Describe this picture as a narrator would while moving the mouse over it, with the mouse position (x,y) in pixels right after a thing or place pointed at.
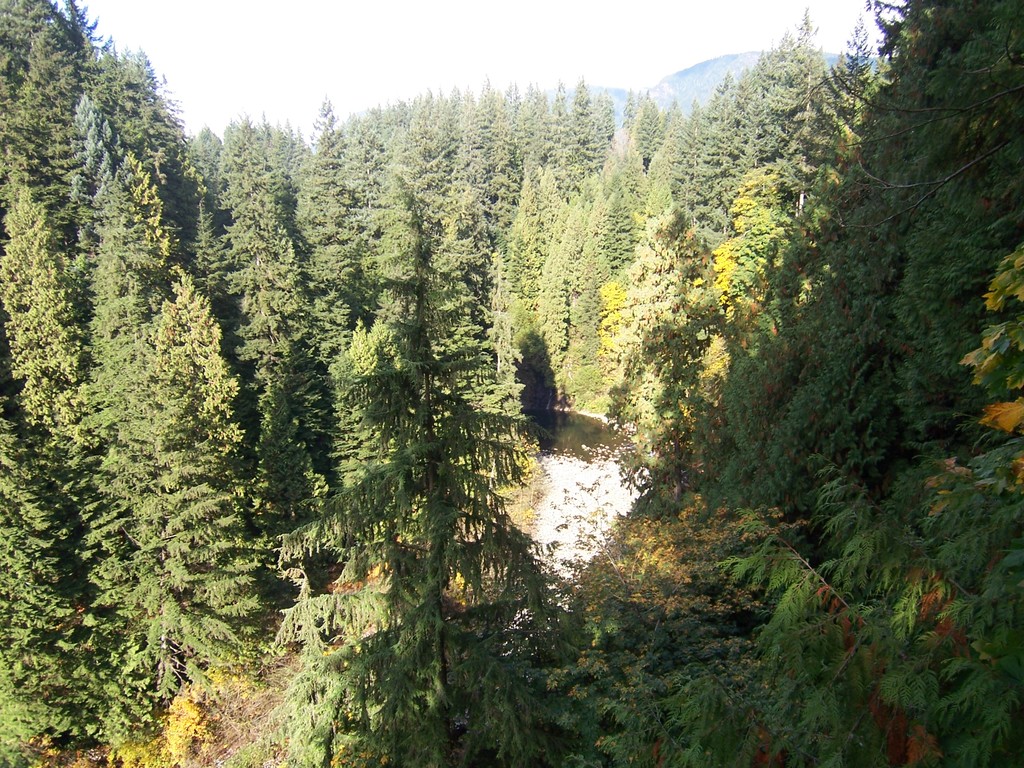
In this image there are trees (798,578). In the center (558,434) we can see a river (573,471). At the top (450,58) there is sky (595,40) and we can see hills (688,84).
